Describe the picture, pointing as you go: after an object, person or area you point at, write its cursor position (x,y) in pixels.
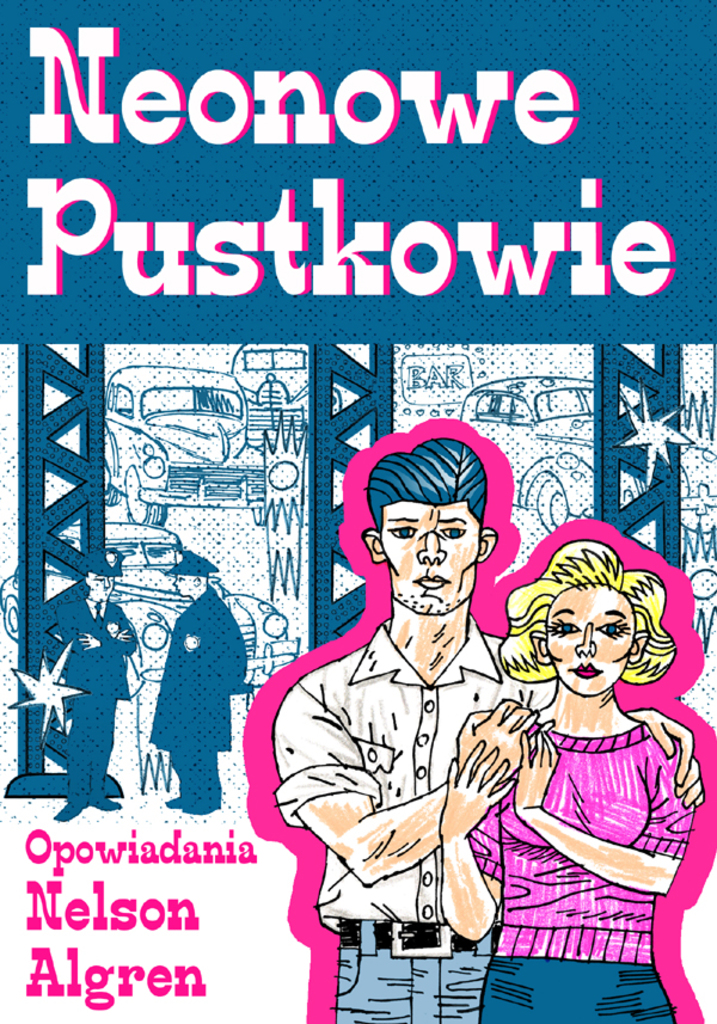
In this image we can see a poster (627,309). On the poster (596,732) we can see pictures (433,559) of persons (515,777), cars (512,456), and text (77,966) written on it.
